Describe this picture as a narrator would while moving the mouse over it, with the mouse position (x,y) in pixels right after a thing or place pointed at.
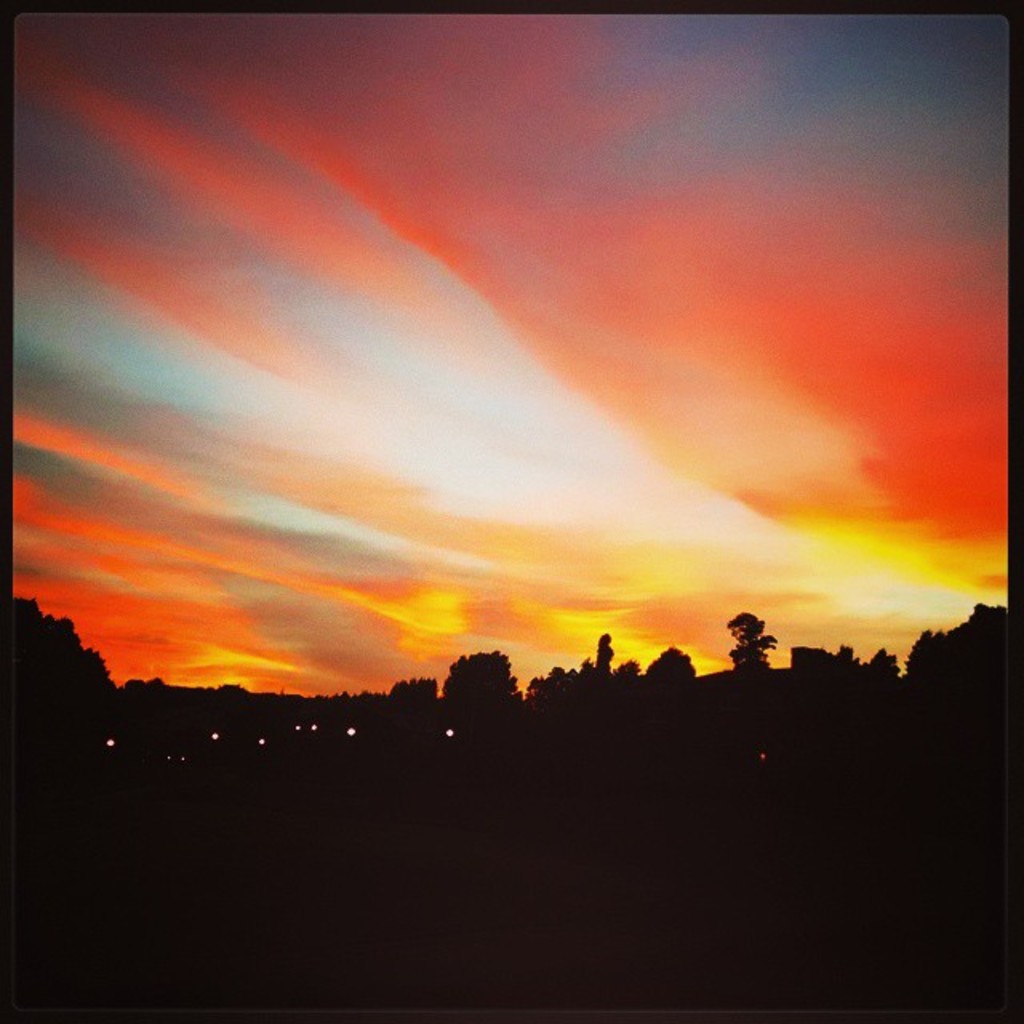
At the bottom of the image (666,732) it is dark, trees (457,727) and lights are visible. At the top of the image (538,320) I can see the sky (559,268).
